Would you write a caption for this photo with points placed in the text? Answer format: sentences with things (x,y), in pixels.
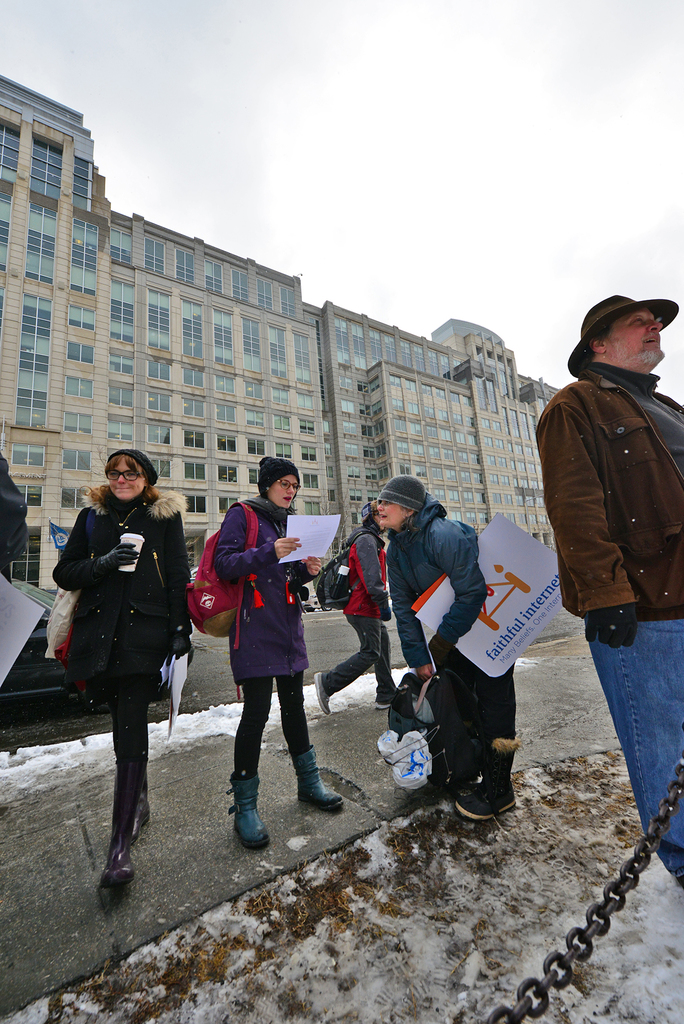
In this image we can see a group of people (479,803) on the ground (586,739). In that some are holding a board (524,630) with some text (524,630) on it, a paper (301,524) and a glass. On the backside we can see a building (209,518) and the sky (460,92). In the foreground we can see a chain (569,950).
